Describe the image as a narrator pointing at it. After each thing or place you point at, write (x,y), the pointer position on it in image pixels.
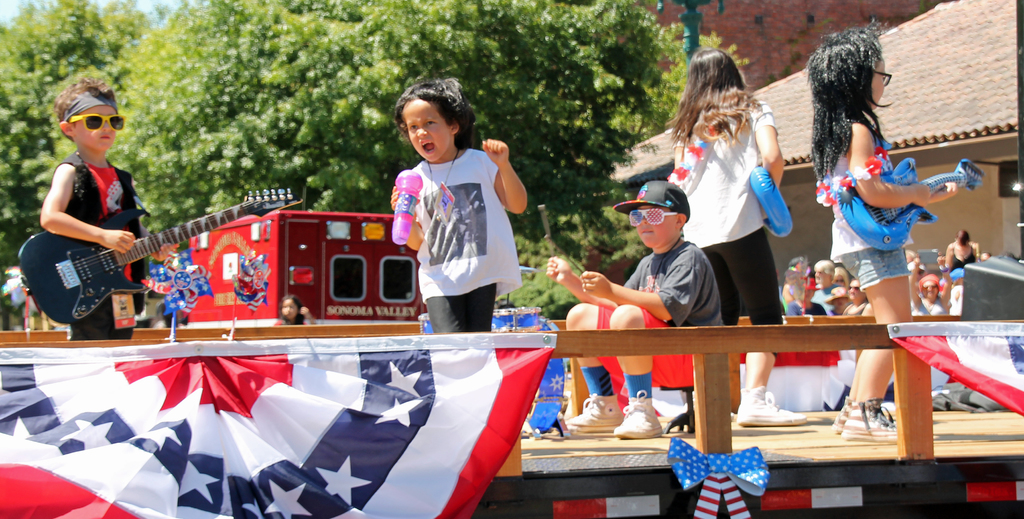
This is a picture taken in the outdoors. It is sunny. There are group of kids (656,228) are playing music on stage (622,445). The boy (99,192) in black jacket (77,192) was holding a guitar (114,263) and the girl (832,232) in white top (844,223) also holding a guitar (880,218). The stage (347,414) is decorated with flags (969,357). Behind the kids (549,267) there are group of people (820,282) standing, vehicle (373,278), house (908,108), tree (468,44) and a pole (692,33).
